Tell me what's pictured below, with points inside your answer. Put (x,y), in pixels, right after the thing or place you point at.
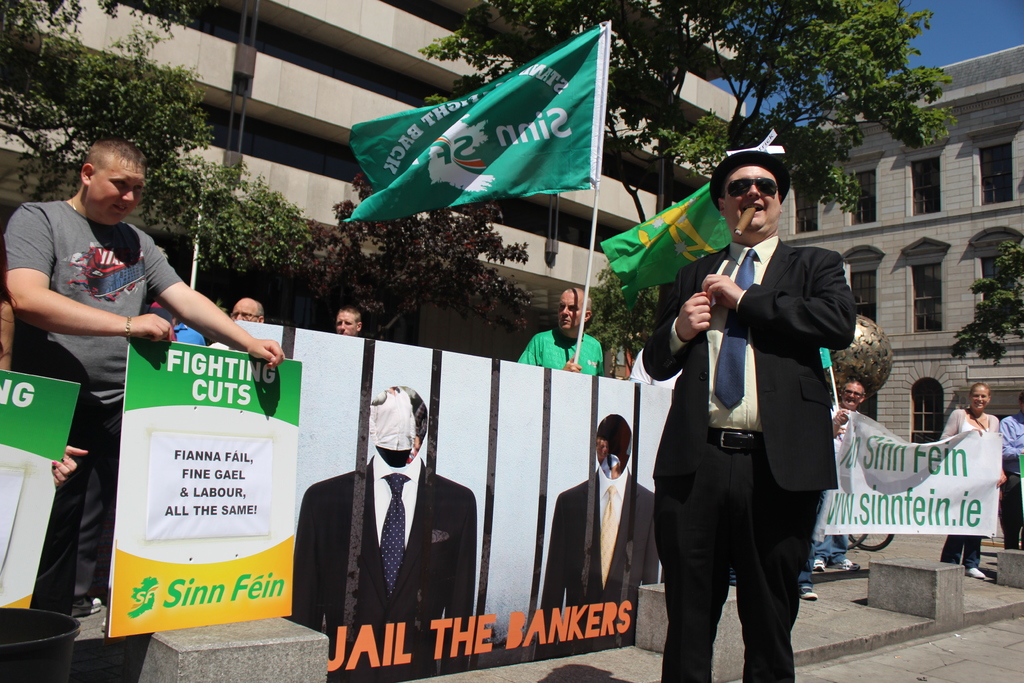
In this image we can see a man (771,321) is standing and he is wearing black color suit (784,423) with yellow shirt (744,407). He is holding cigar (739,227) in his mouth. Behind him so many persons (560,323) are standing by holding poster (385,489) and banners (931,482) in their hand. Behind them buildings (715,89) and trees (217,211) are present.
